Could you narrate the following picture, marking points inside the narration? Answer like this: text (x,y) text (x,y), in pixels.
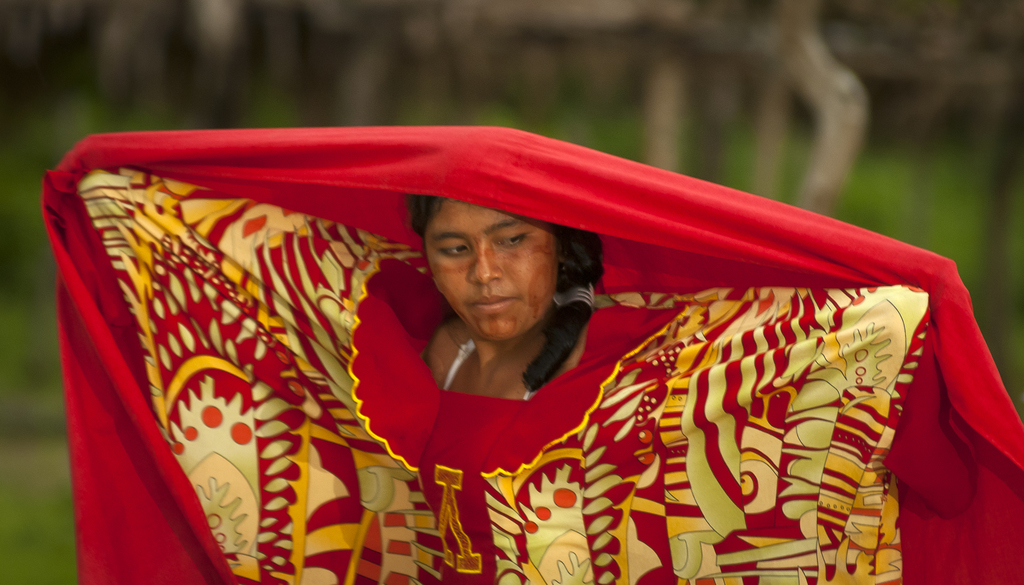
In this image I can see the person (368,337) wearing the red and yellow color dress (322,486) and there is a blurred background (8,186).
